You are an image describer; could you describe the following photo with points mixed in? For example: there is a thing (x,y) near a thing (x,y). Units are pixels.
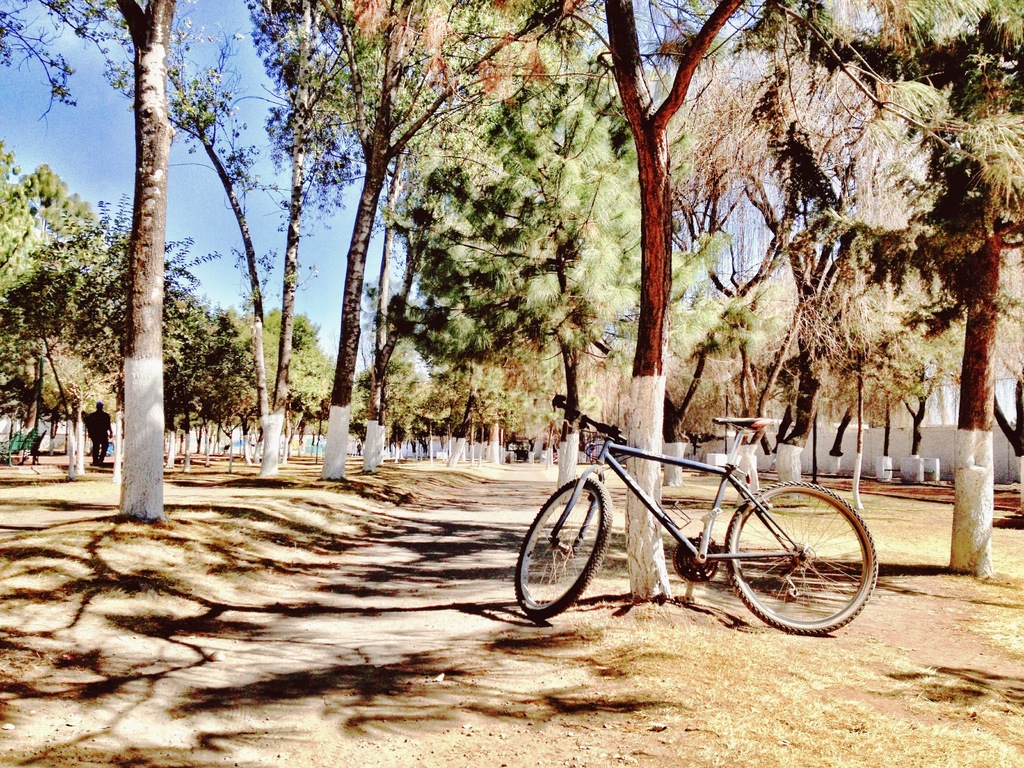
In the image there is a cycle (588,508) in front of a tree (655,173), in the back (487,313) there are trees (390,344) all over the image and above its sky (193,169).
